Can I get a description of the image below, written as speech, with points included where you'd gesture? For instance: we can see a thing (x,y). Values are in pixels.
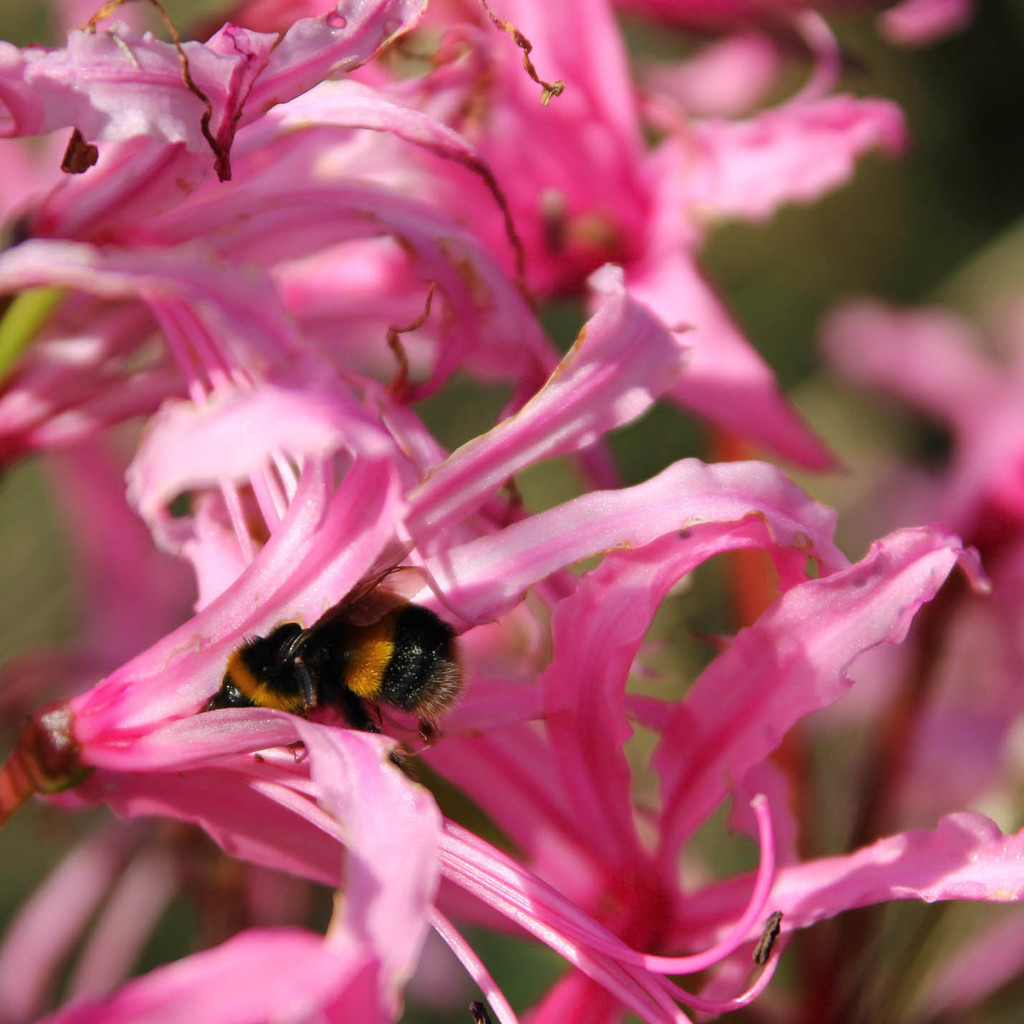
In this image there are flowers (621,895). There are pink petals (484,292) to the flowers (374,240). There is a bumblebee (309,688) inside a flower (212,694). The background is blurry.
